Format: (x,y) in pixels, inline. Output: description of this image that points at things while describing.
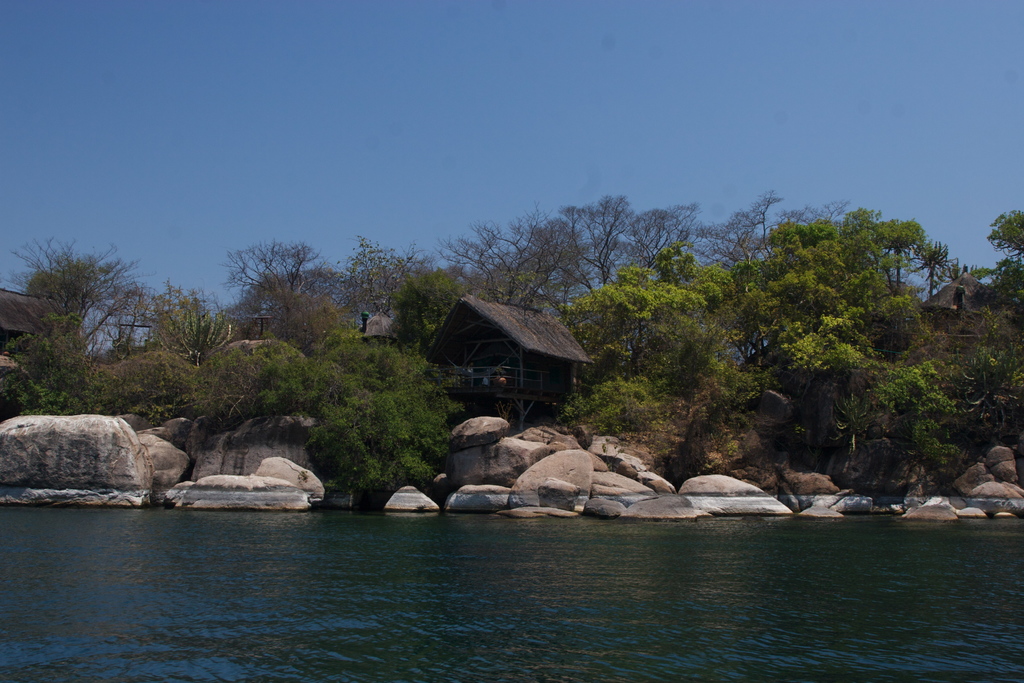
In this image we can see some houses (543,326) with roof (520,316) and wooden poles (523,374). We can also see a large water body (748,568), the rocks (951,506), a group of trees (327,432) and the sky (508,123) which looks clear.
